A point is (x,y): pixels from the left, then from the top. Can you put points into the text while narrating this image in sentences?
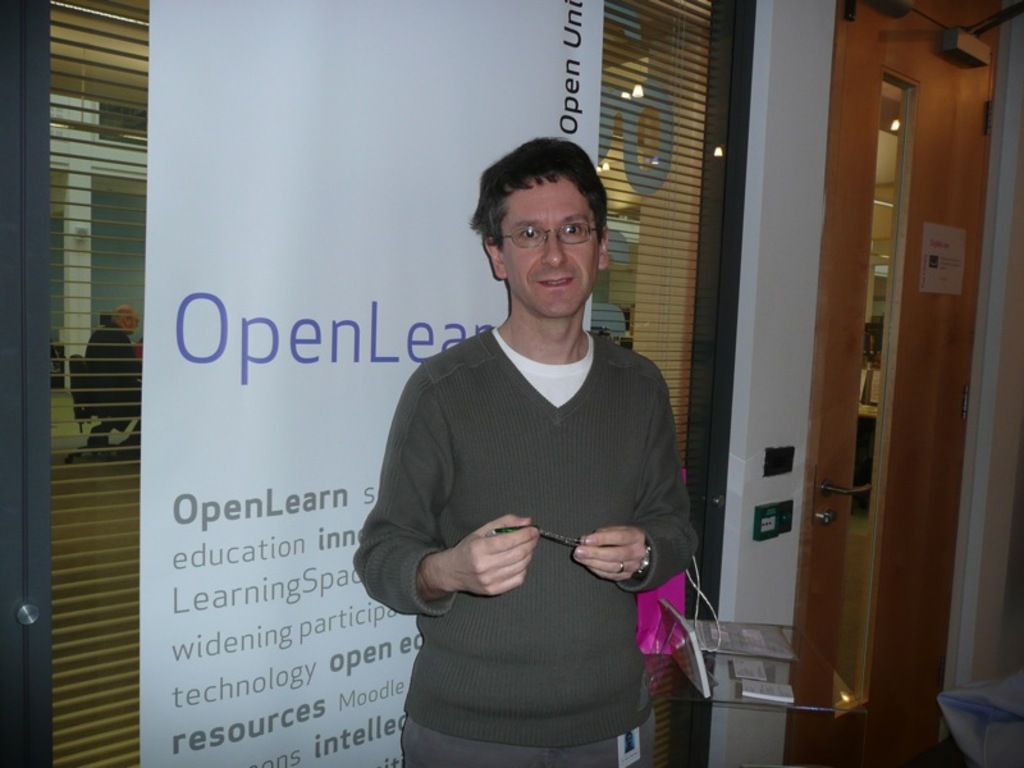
This image consists of a person (481,425) standing in the middle (505,432). There's the door (897,309) on the right side (901,551). There is a banner (226,431) behind him. He is wearing sweaters (574,666), goggles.
